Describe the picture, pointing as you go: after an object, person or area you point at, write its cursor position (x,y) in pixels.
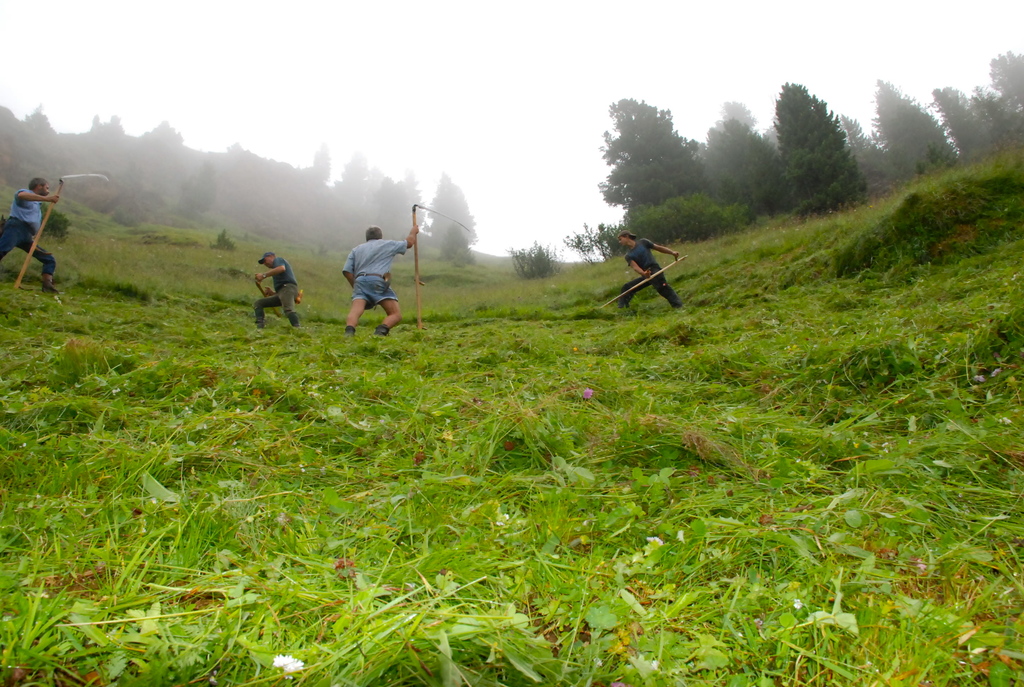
This image consists of four persons (639,281). They are holding sticks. At the bottom (741,481), there are small plants (608,471) and grass (505,500) on the ground (343,400). In the background (746,205), there are trees (746,205). At the top (462,94), there is sky (378,58).
